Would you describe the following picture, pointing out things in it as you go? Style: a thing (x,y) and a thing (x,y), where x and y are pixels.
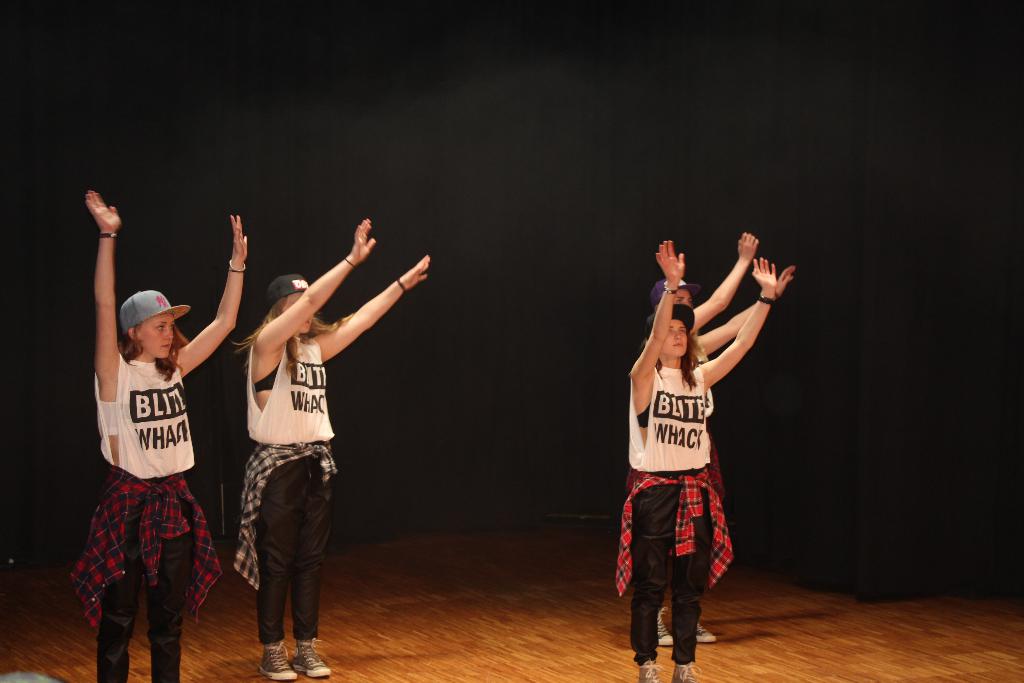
In this picture I can see 4 women (291,330), who are standing and I see that they're wearing same color dresses (283,396) and they're on the brown color floor (433,572) and it is dark in the background (504,260).
